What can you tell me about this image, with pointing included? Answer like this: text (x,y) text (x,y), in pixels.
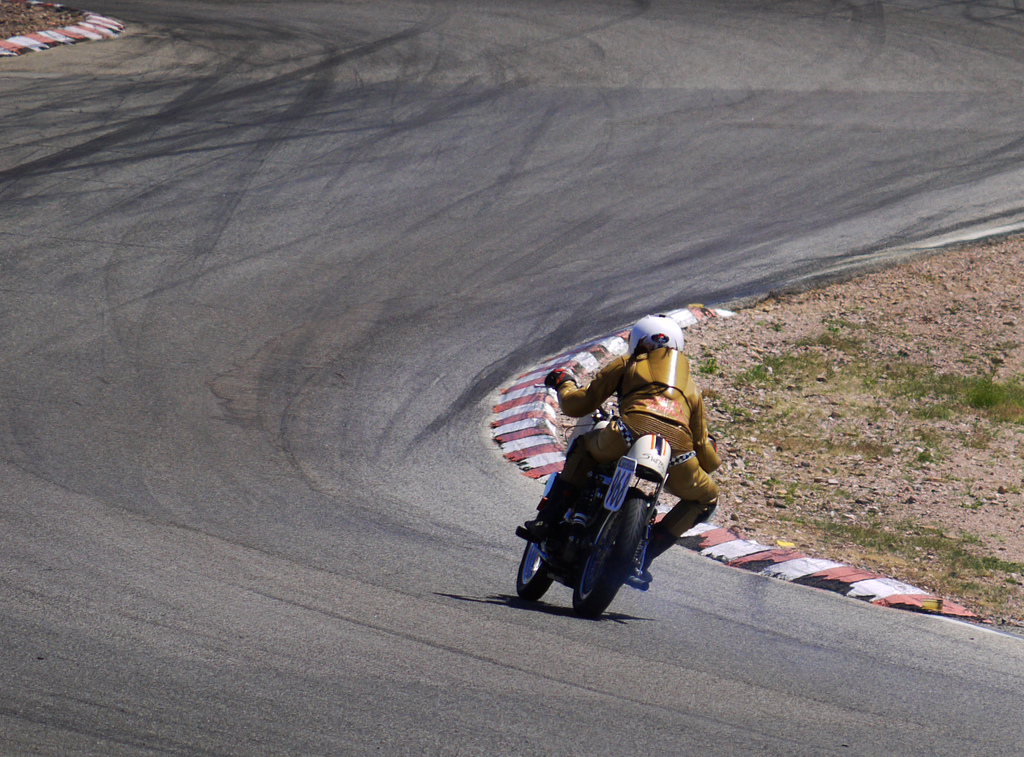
In this image we can see a person (590,407) riding motor vehicle (631,536) on the road (544,207).
